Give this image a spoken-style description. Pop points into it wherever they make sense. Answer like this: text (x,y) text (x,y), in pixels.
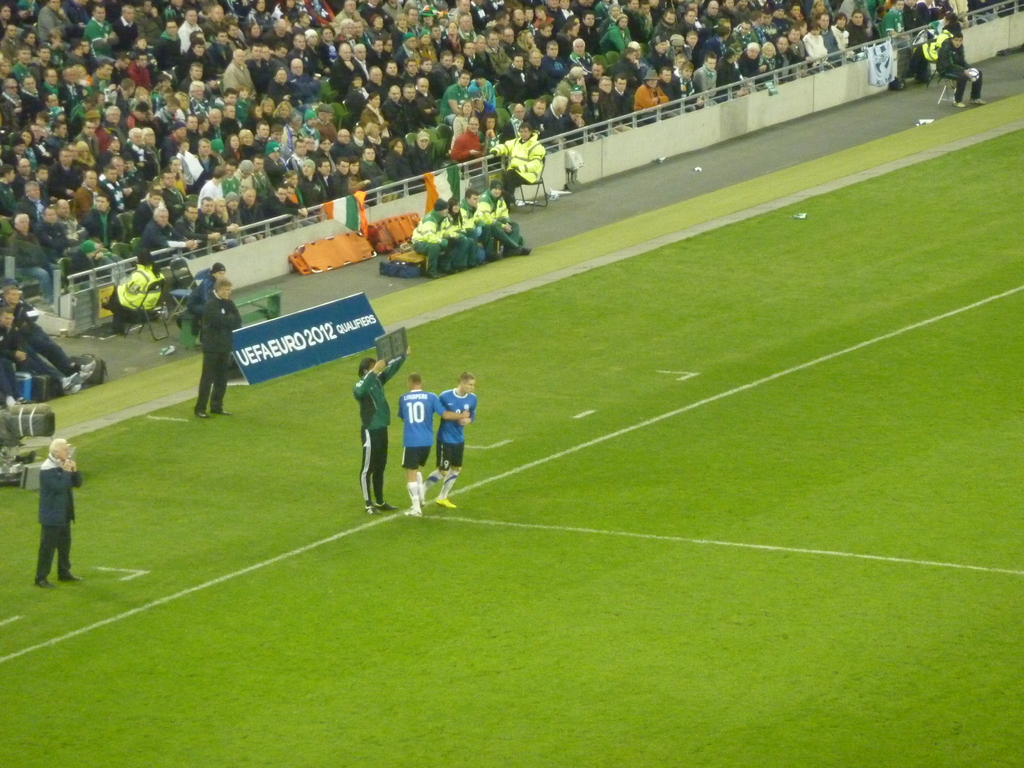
In the center of the image (412,434) we can see people (361,436) standing. In the background (541,149) there is crowd (350,167) sitting and there is a fence (374,190) we can see flags (360,218).
